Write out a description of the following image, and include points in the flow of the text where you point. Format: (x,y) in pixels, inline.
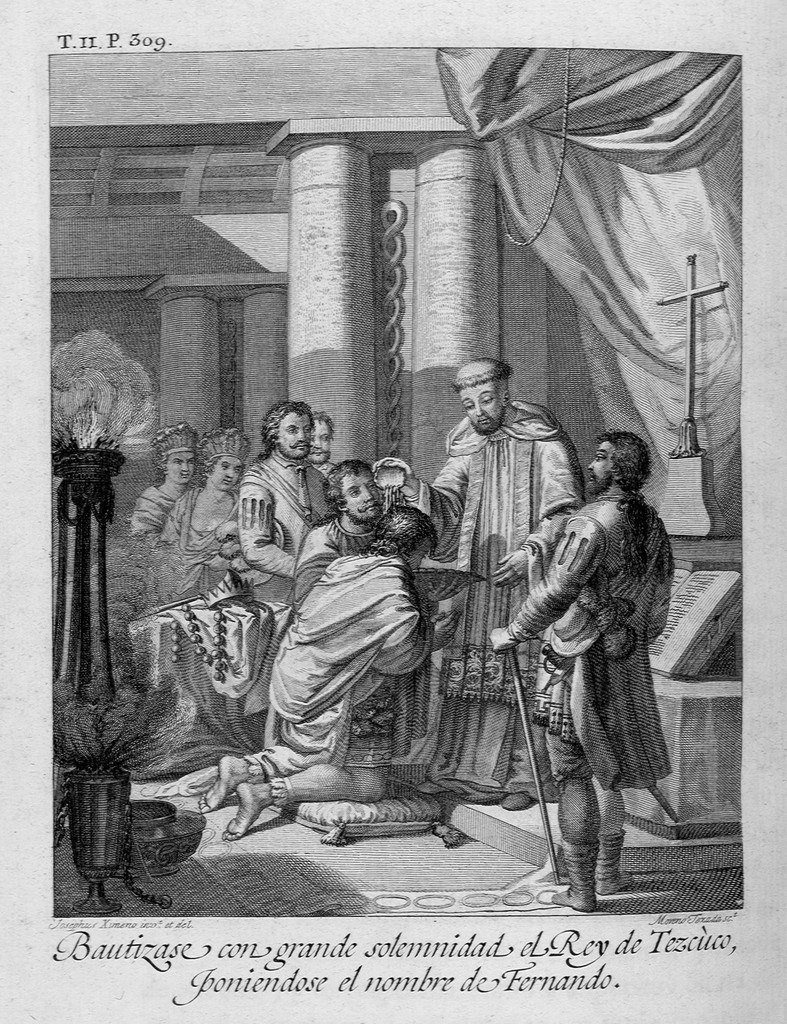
This is a black white painting. In it there are many people (406,514). Here there are flower pots (84,636). These are pillars (474,287). At the bottom (229,973) few texts (319,992) are there.
